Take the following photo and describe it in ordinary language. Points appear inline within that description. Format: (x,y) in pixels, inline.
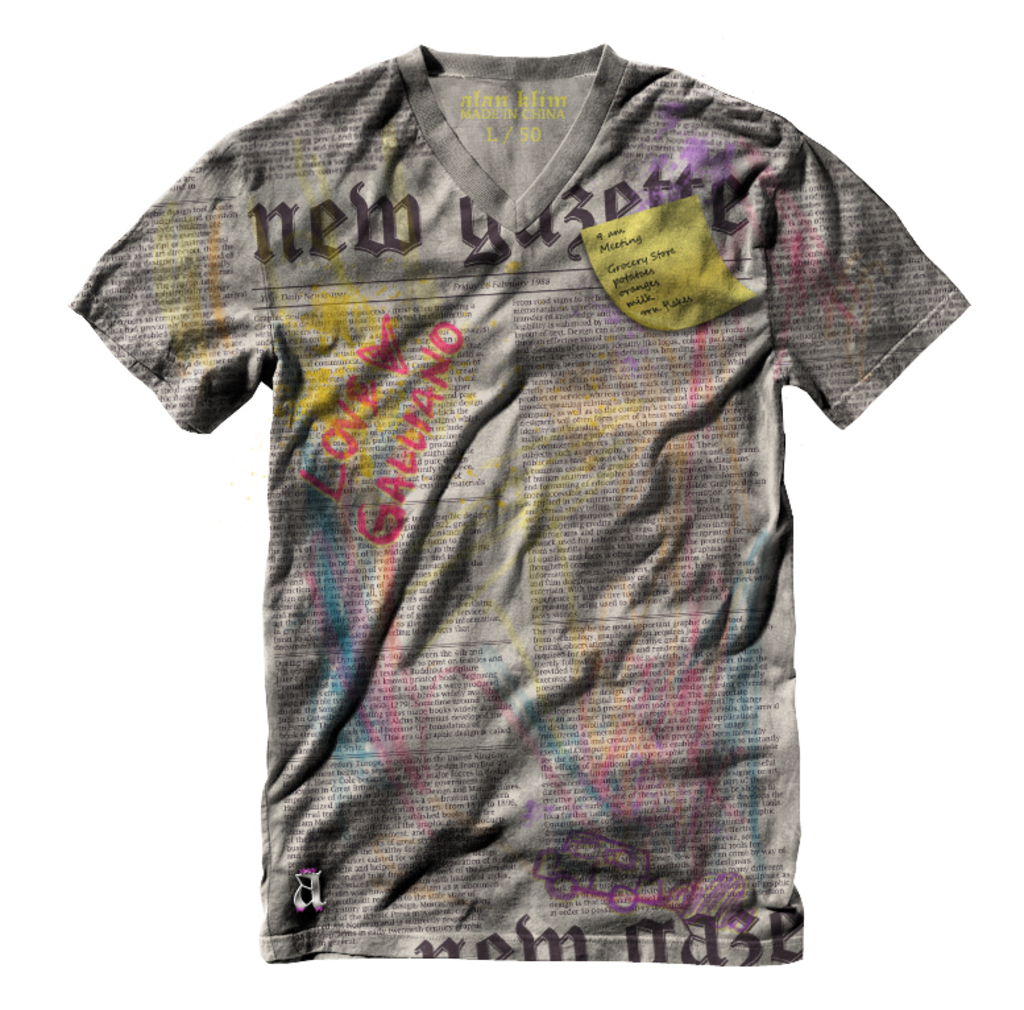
In this image, I can see a T-shirt (457,618) with the print (557,497) of words (635,683). There is a white background (865,937).
